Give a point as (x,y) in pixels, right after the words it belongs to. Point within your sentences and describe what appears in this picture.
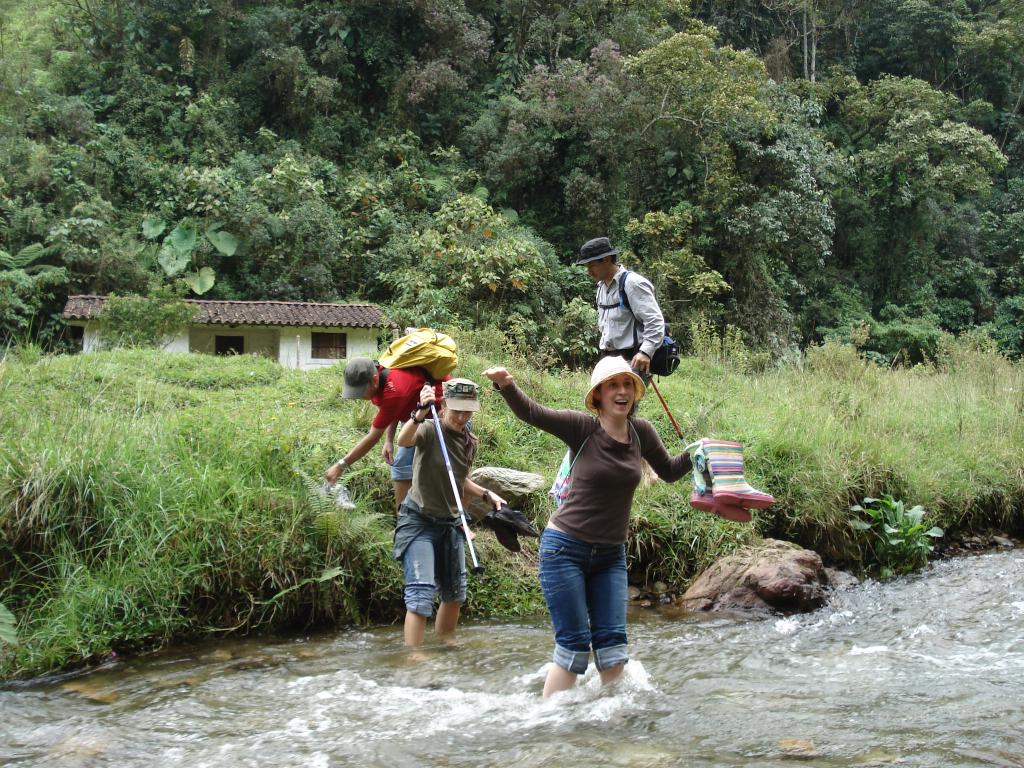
In this picture we can observe four members (556,418). Two of them are walking in the water (479,658). There is some grass (224,422) on the ground (802,422). We can observe a house (212,310). In the background (408,214) there are trees (314,101).
